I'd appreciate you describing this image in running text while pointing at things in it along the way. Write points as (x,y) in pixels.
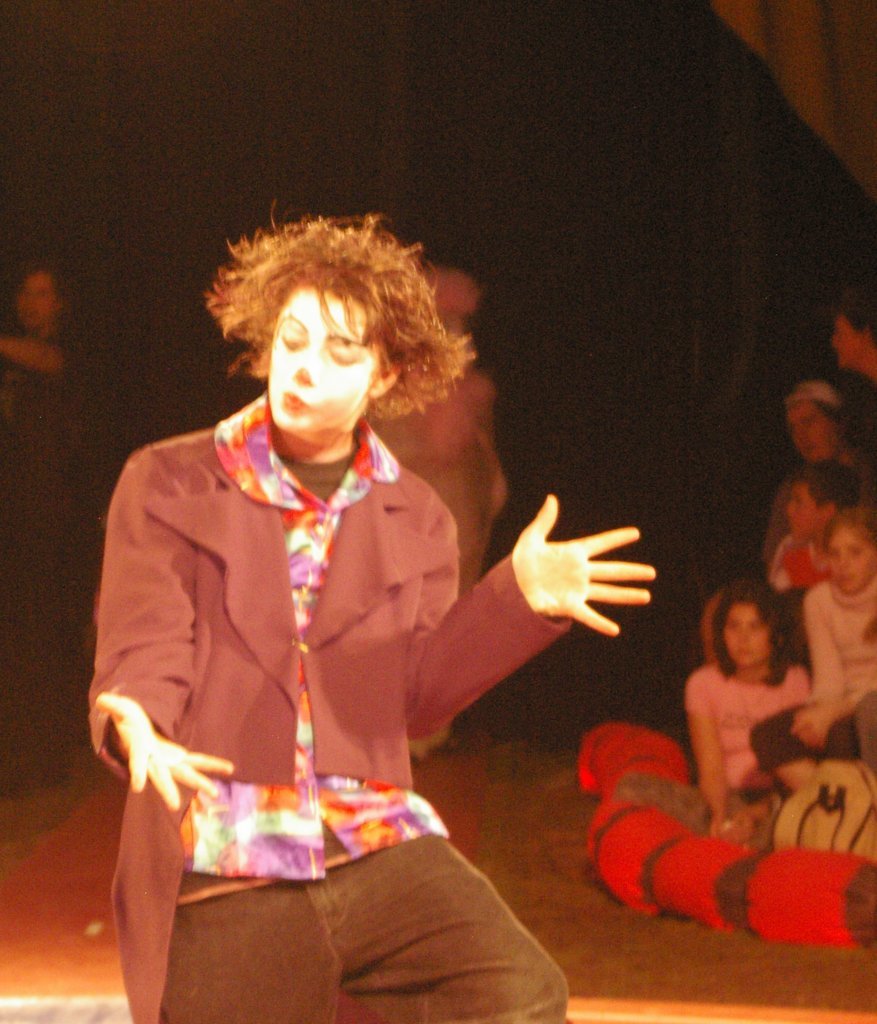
In the image there is a person (233,702) with makeup (297,373) on the face (322,419) is standing. Behind the person (253,516) on the right side of the image (812,445) there are few people (784,721). And behind him there are two people (17,335) standing. And there is a black background (607,253).
